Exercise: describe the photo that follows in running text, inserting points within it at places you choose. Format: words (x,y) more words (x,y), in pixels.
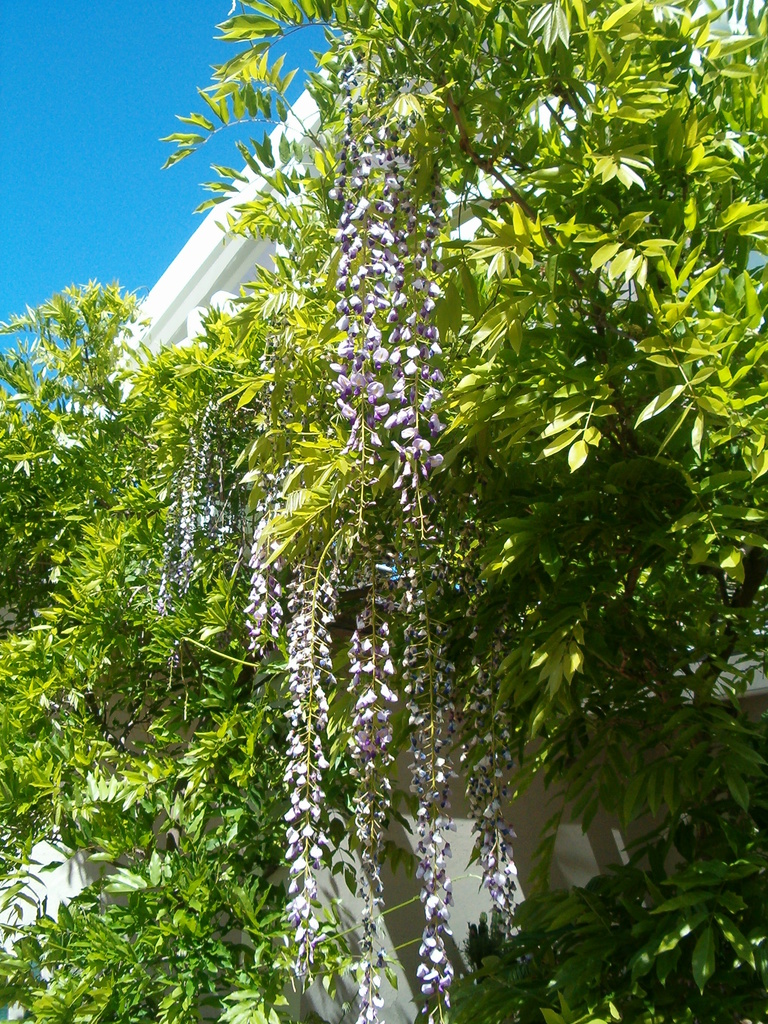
In this image in the front (266,499) there are plants (277,517) and there is a building (241,269) which is white in colour.
